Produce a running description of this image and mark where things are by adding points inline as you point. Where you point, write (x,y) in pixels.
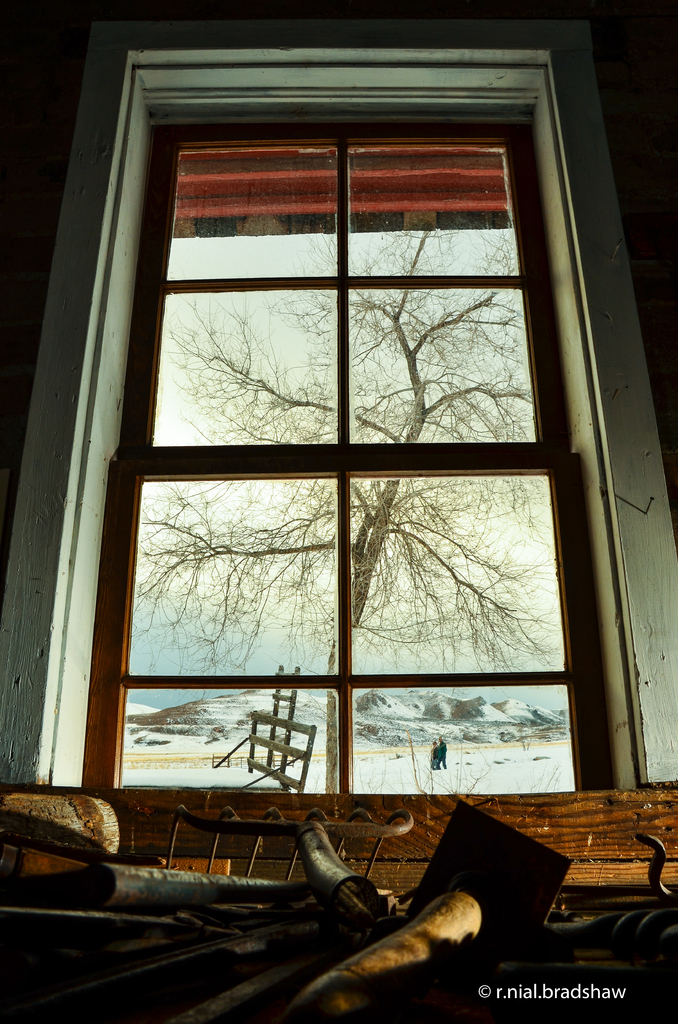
This picture consists of window (273,570), through window (493,680) I can see trees (490,636), persons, the hill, the sky (266,627), in front of window (502,680) I can see metal items (385,983) and text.
